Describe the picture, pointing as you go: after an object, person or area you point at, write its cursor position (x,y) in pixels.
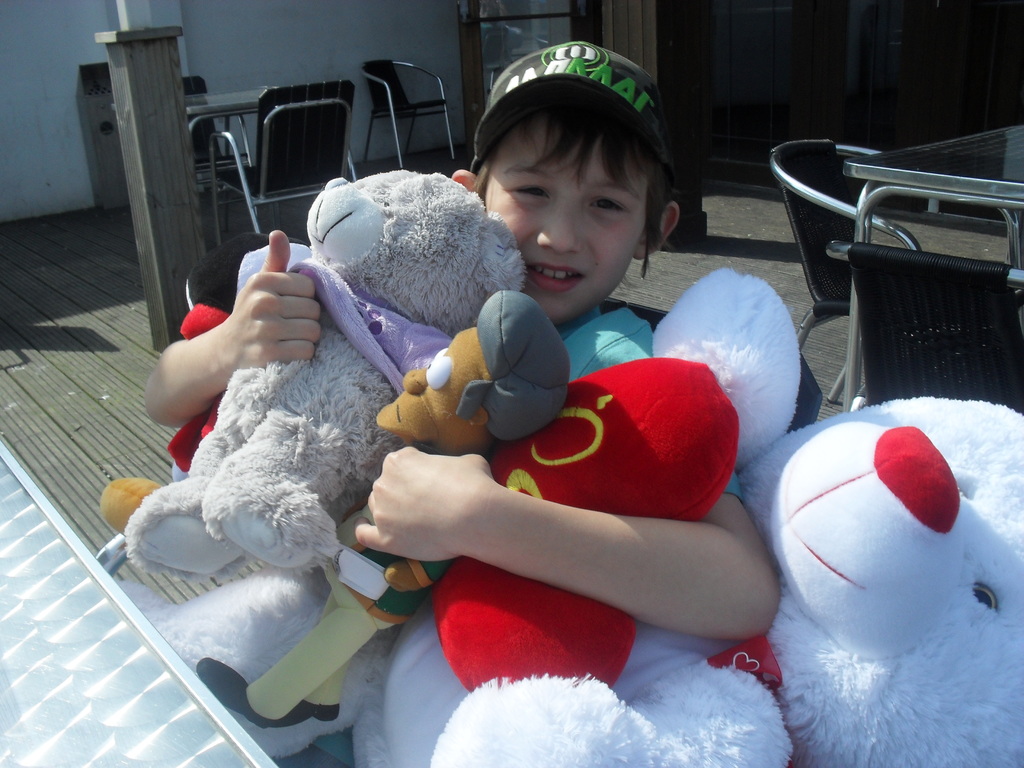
In this picture we can see a boy (530,85) wore a cap (623,102), holding toys (316,415) with his hands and in the background (69,433) we can see chairs (403,106), tables (865,156) on the floor (209,200), wall (281,35), some objects (185,245).
